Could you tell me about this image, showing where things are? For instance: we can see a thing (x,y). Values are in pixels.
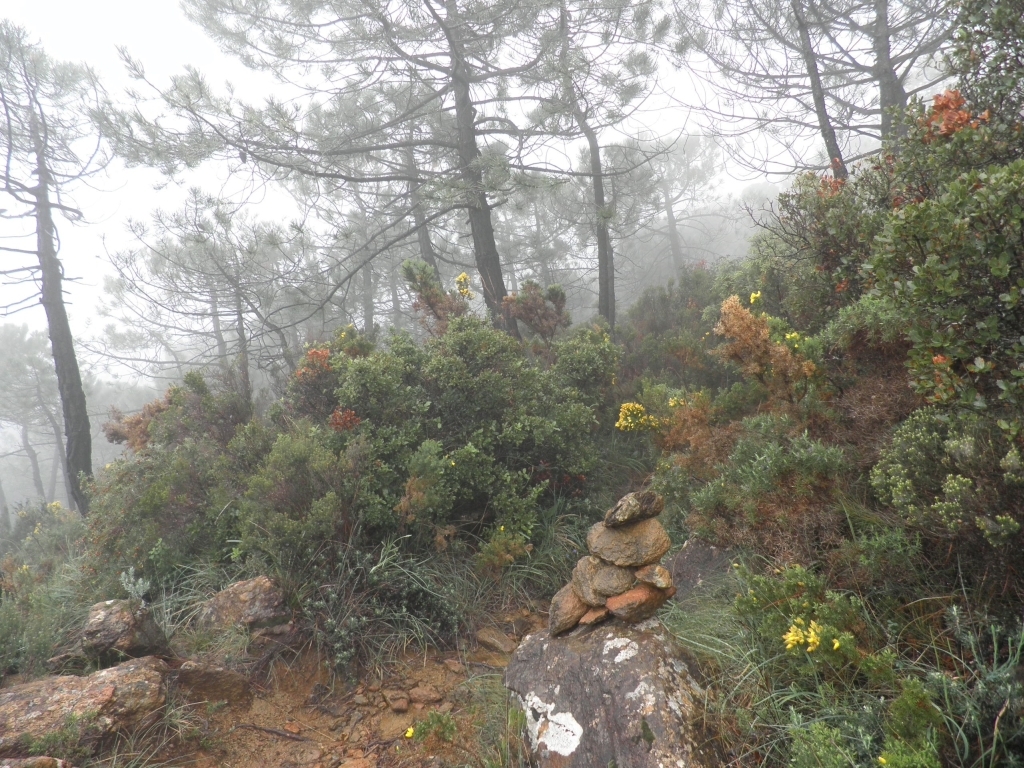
In the picture I can see some rocks (556,643), plants (861,589) and in the background of the picture (557,209) there are some trees (365,296), fog (103,306).
